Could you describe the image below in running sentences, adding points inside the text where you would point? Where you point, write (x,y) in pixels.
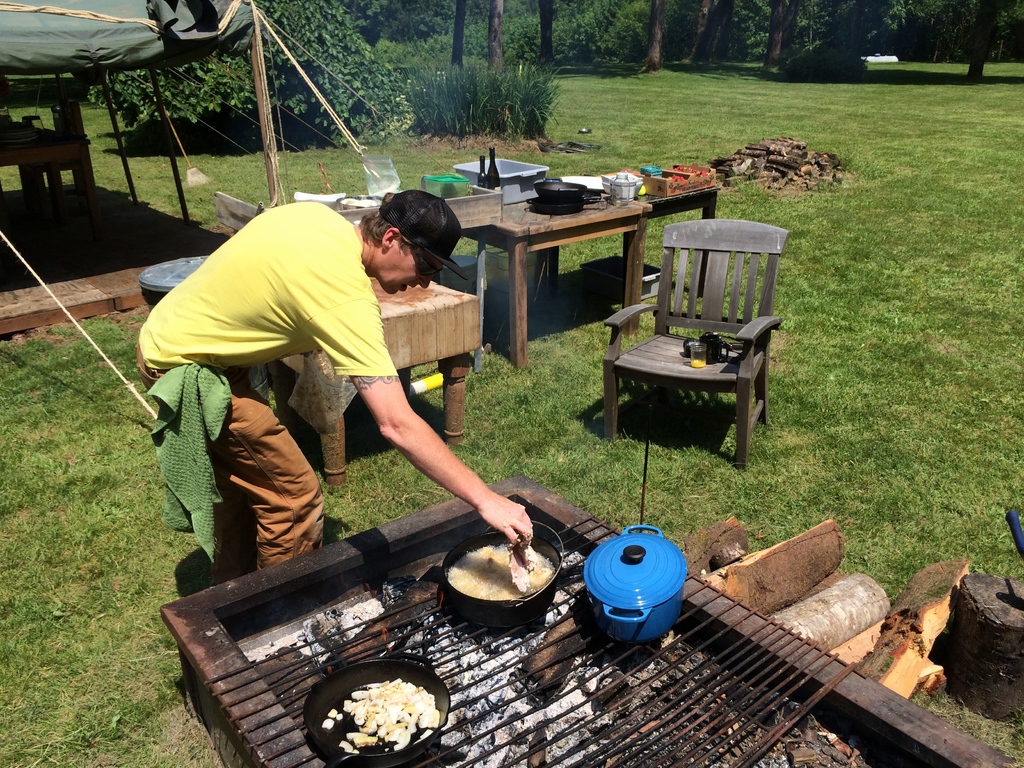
In this picture there is a man (327,303) who is wearing cap (418,203), t-shirt (279,257) and holding a meat (525,562). Beside him we can see a barbeques table (553,646). On that we can see a pot (650,564) and other objects (510,600). In the background (560,196) we can see wine bottles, bowls (538,188) and other objects (573,187). On the grass (829,340) there is a wooden chair (714,257). At the top (417,105) we can see trees (932,14), plants (338,61) and grass (788,113). On the left (241,35) there is a tent (19,54).
